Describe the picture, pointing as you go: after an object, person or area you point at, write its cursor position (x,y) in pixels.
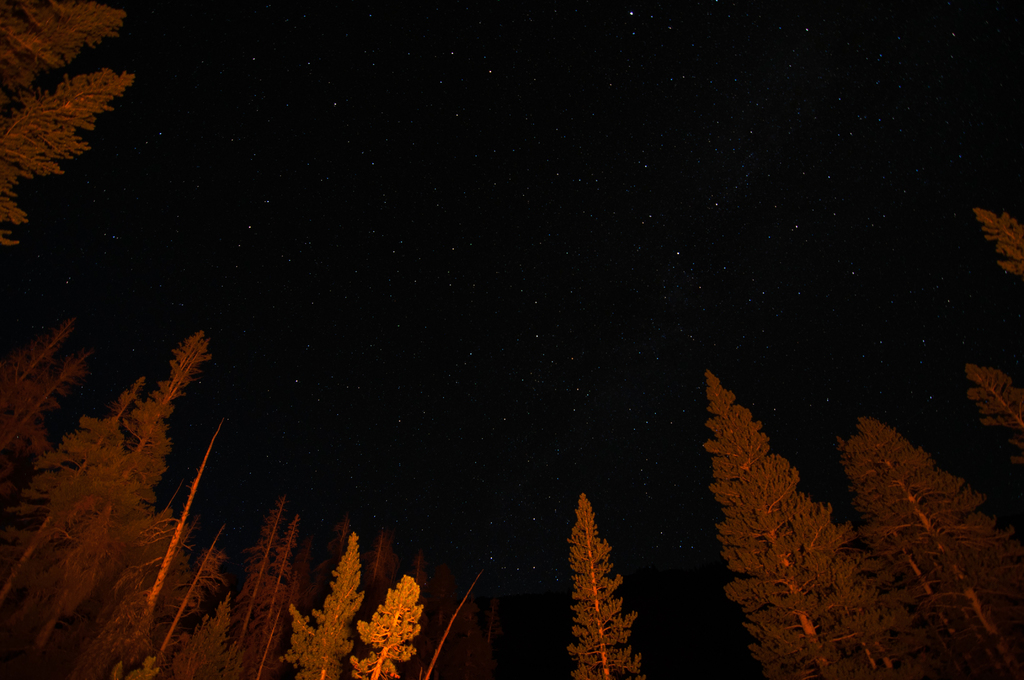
In this picture we can observe some trees (145,574). There is a sky (459,263) with some stars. We can observe yellow color light (99,476) in this image.
